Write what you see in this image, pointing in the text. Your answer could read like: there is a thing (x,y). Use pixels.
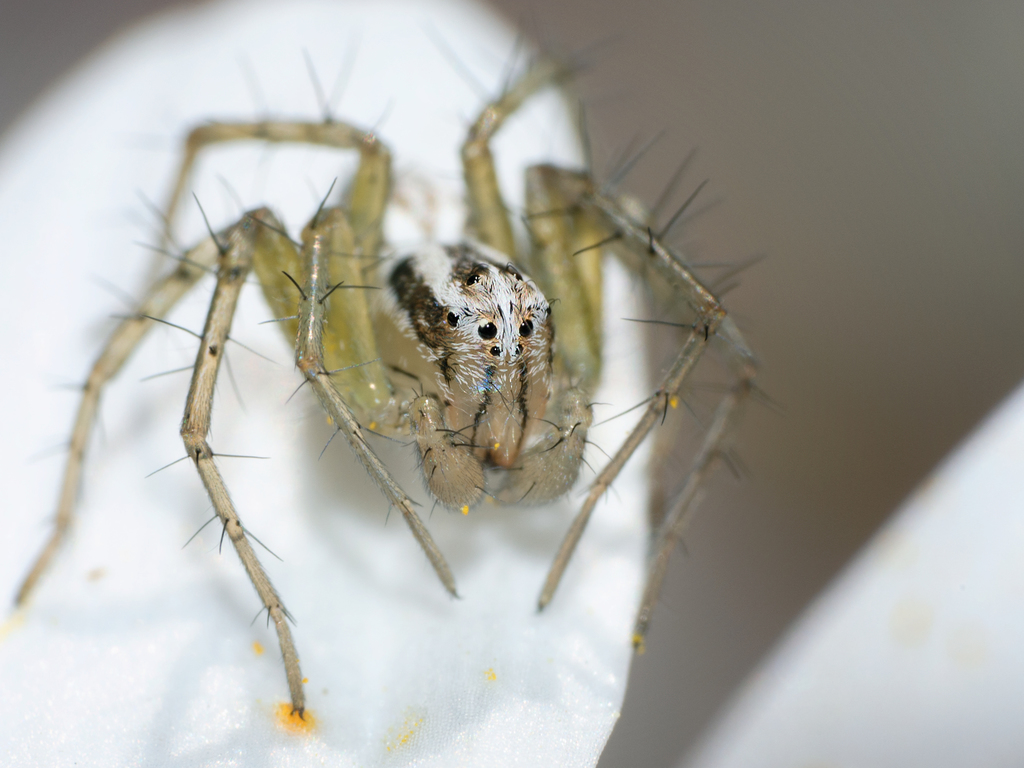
In this image I can see an insect (377,477) on the white color surface (428,609).
